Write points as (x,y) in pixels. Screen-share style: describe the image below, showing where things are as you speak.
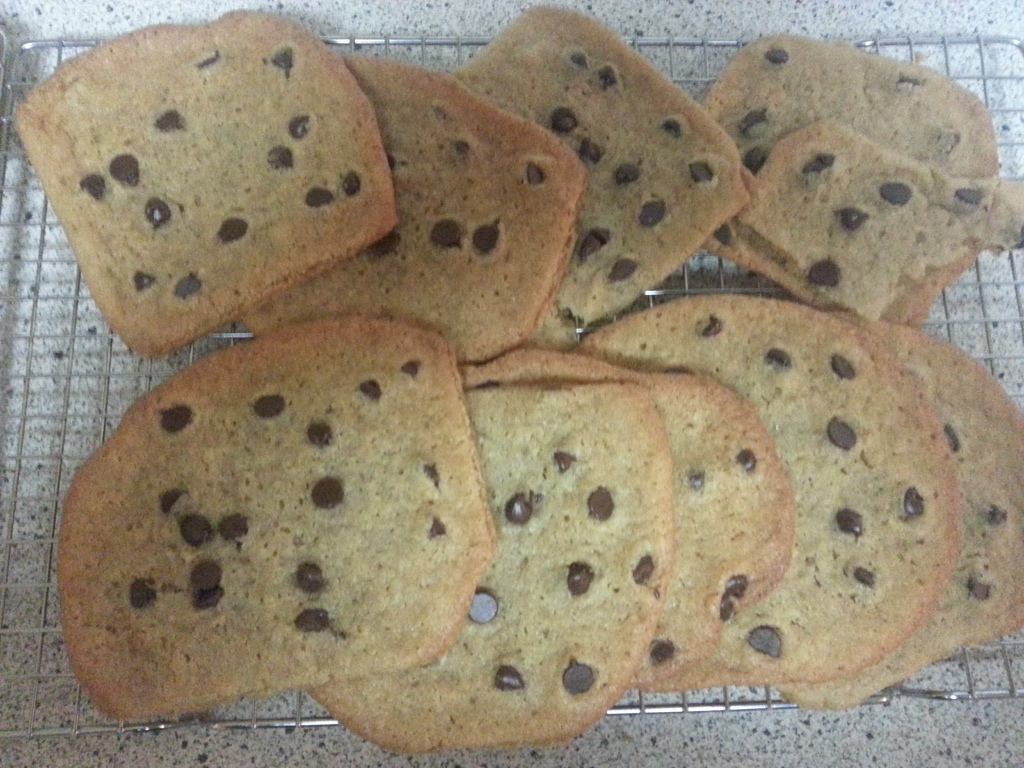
In this image I can see the black and white colored surface (157,739) and on the surface (157,739) I can see a metal grill (36,708) which is grey in color. On the grill (33,334) I can see few cookies (276,443) which are brown, orange and cream in color.
